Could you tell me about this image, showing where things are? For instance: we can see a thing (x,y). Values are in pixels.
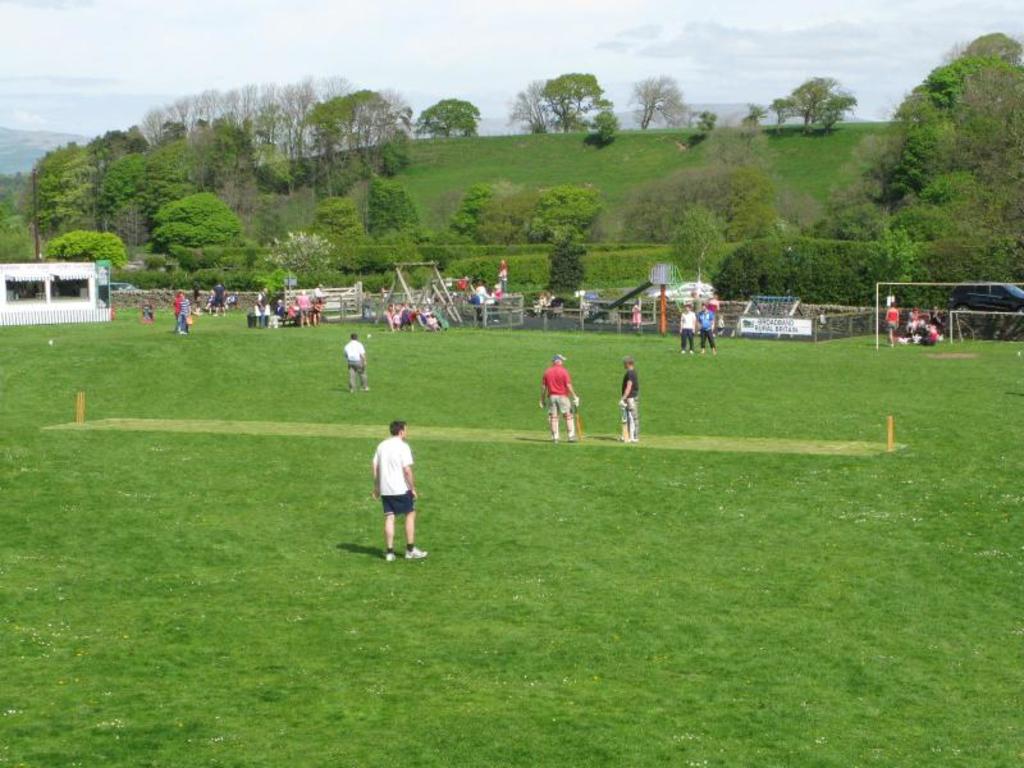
In this image, we can see people (481,297) standing in the ground (315,432) and in the background (93,289), there is a shed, tent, swing (424,288), slide (665,302) and some other games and we can see many trees (268,202).
